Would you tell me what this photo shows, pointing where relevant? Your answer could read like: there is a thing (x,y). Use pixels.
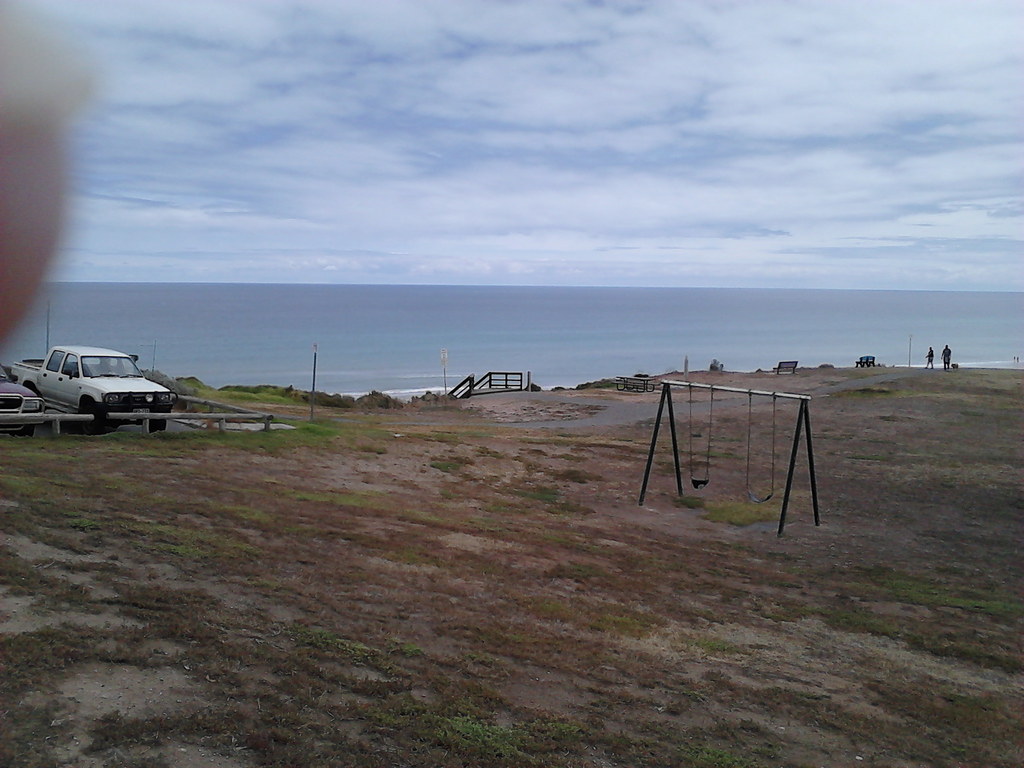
In this image, we can see swing set (770,459), benches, stairs (504,380), people (944,356), some poles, a fence (238,413), and some vehicles (97,397) on the road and there is ground (567,617) and water (514,297). At the top (353,137), there are clouds (524,131) in the sky (524,131).
